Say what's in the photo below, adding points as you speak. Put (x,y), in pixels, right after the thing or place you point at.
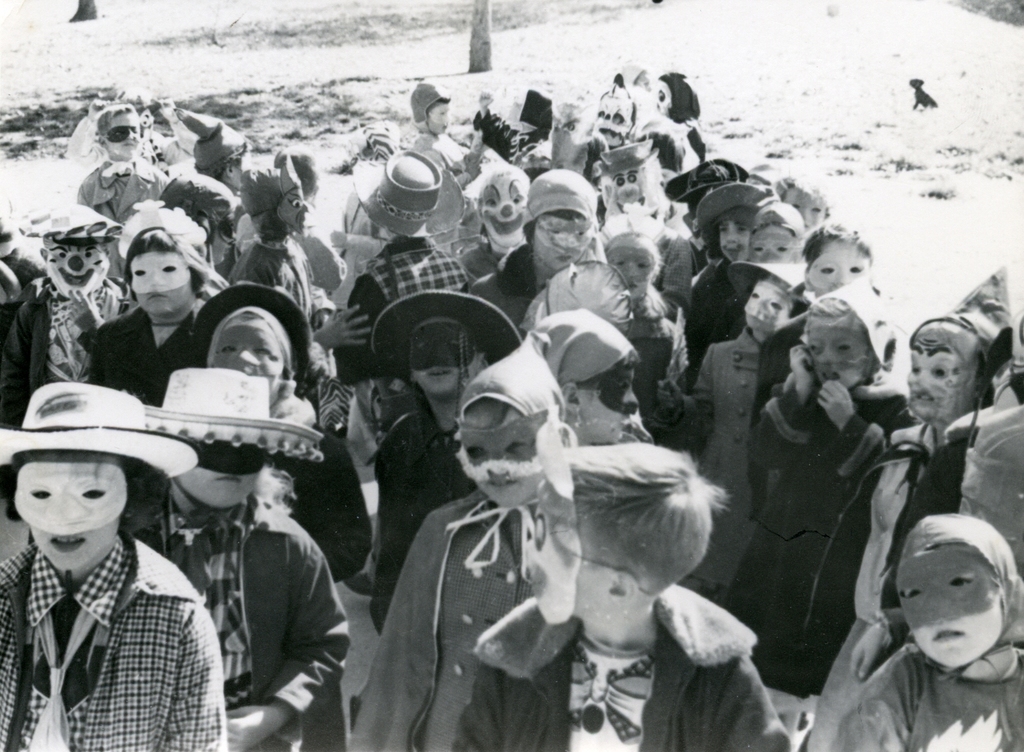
It is a black and white image. In this image we can see the people (639,205) with the masks (924,565). In the background (478,22) we can see the tree barks (486,61).
